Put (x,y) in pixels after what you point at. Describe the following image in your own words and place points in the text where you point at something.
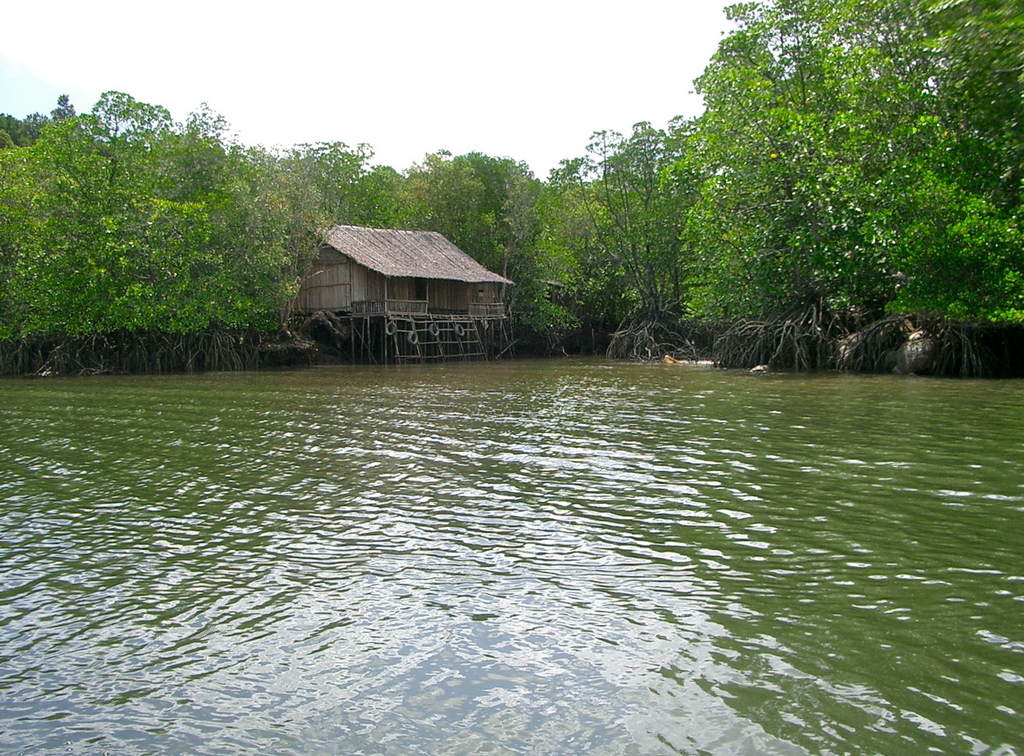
In this picture we can see a hut (355,302) and in front of the hut (366,314) there is water (339,368). Behind the hut (355,290) there are trees (433,215) and a sky (491,84).
